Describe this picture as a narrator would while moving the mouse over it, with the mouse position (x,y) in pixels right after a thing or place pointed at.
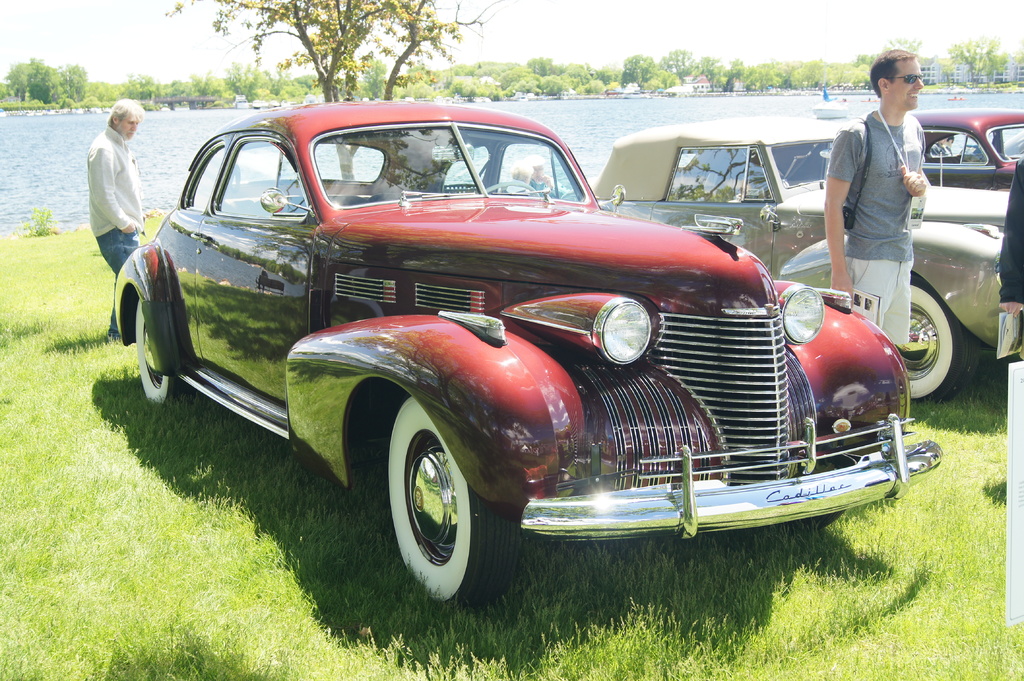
In this image we can see a few people (882,233) and there are vehicles (781,152) present. We can see a boat (831,102) on the water (1022,103) and there are some trees (991,70) and building (1017,73) in the background (68,96).
